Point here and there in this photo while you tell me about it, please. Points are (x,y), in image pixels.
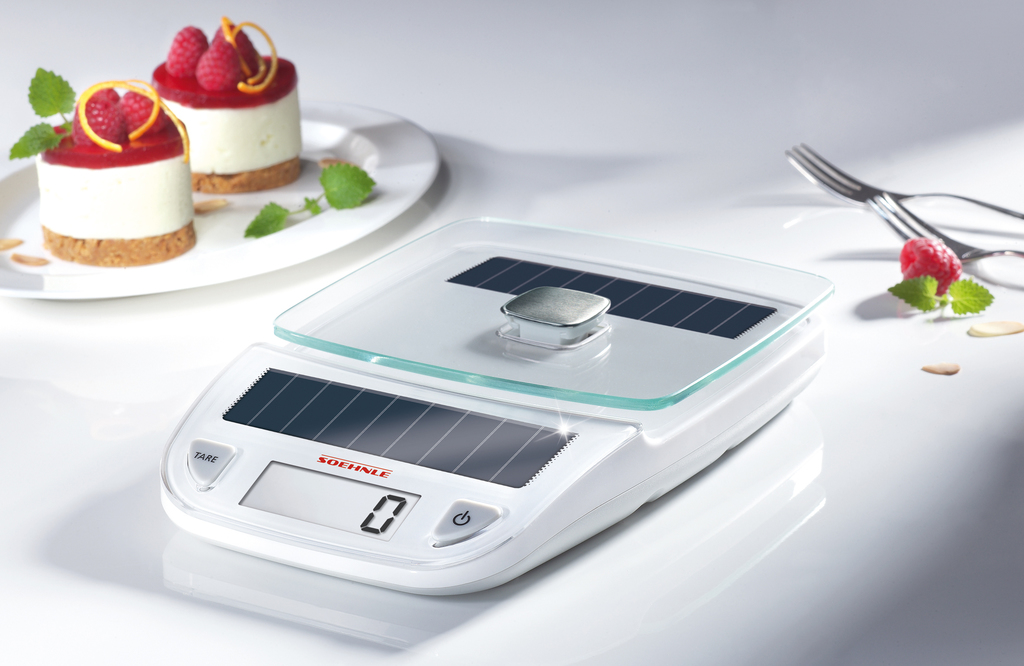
In this image I can see the white colored surface (537,105) on which I can see a white colored plate (368,132) and on the plate (362,113) I can see few herbs (41,93) and two food items (151,145) which are red, orange, white and brown in color. I can see two forks (948,245), a berry (948,286) which is red in color and a weighing machine (666,364) which is white and black in color.
